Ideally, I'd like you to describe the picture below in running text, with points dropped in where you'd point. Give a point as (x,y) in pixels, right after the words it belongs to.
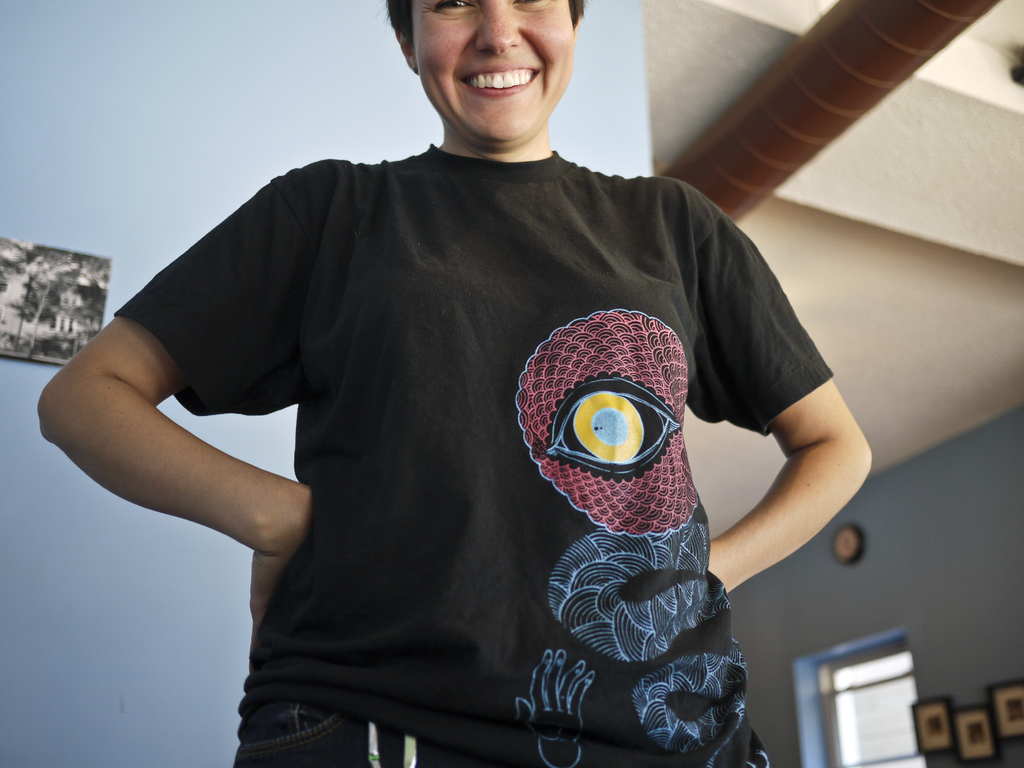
In this image I can see in the middle (407,456) a person (570,512) is standing, this person (542,469) is wearing a black color t-shirt (548,420), on the left side (109,266) it looks like a photo frame (49,304) on the wall (21,367). In the right hand side (875,721) bottom there is a window (895,723), beside it there are photo frames (991,713) on the wall (984,680).
